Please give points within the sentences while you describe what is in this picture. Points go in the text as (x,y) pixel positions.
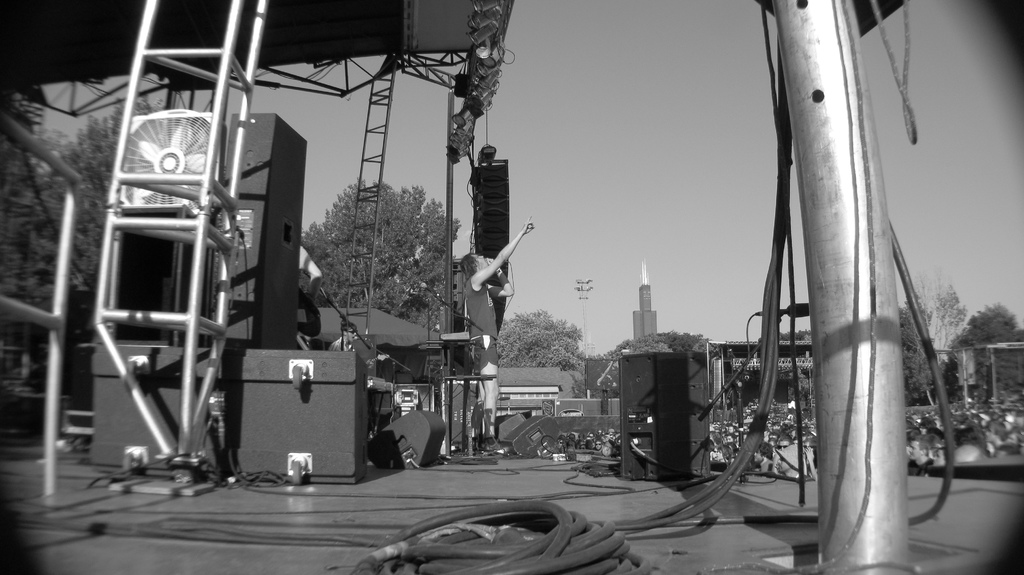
In this image, there are a few people (510,287). Among them, we can see a few people (484,388) on the stage (516,484). We can also see some metal objects (452,156), poles (253,80), wires (406,548). There are a few trees (86,249), sheds (995,355). We can also see the sky (531,150).
